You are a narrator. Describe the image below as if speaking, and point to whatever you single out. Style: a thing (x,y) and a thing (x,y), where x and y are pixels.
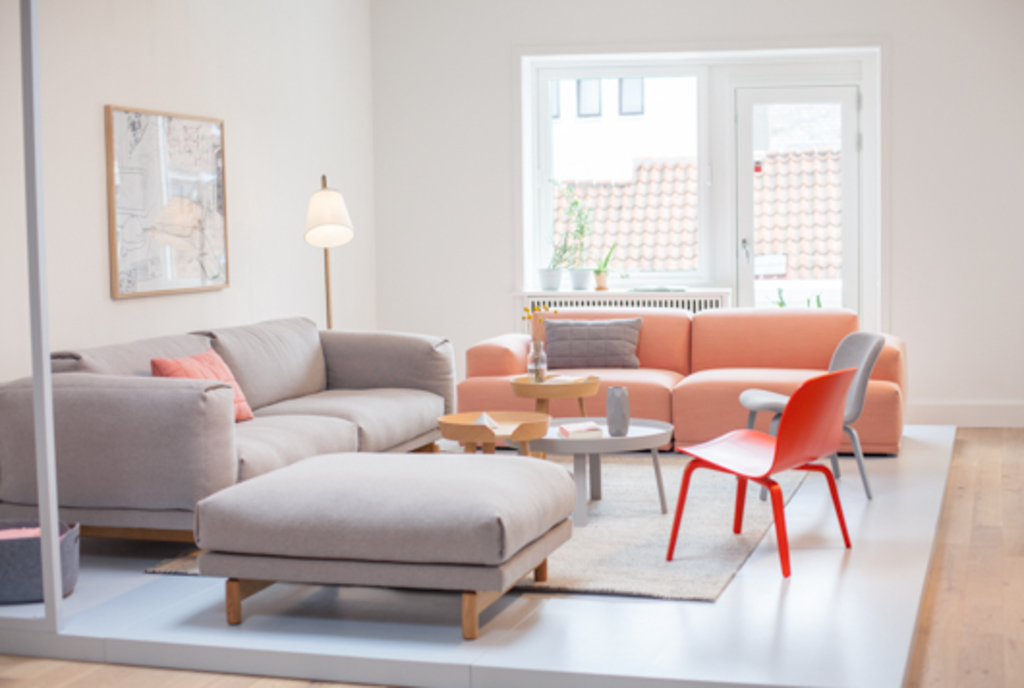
This picture shows an inner view of a house (921,446) we see two sofas (577,315) and table (652,444) and couple of chairs (768,473) and we see a bottle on the table (616,443) and we see a photo frame (225,143) on the wall (239,254) and few plants (582,276) near the window (621,256).
